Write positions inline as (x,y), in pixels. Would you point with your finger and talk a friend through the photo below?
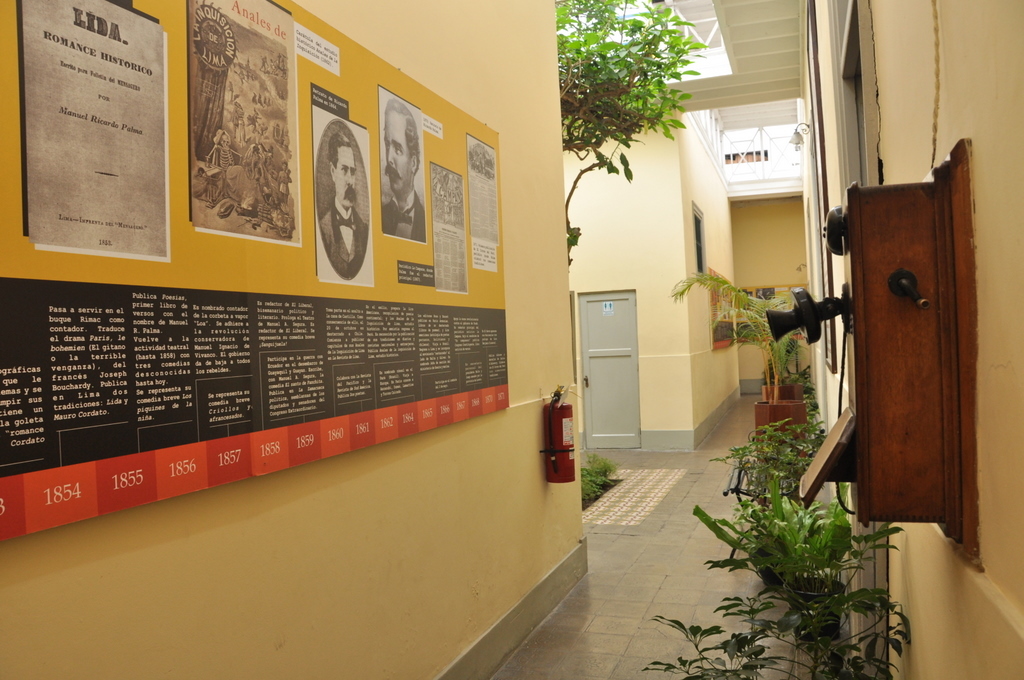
On the right side of this image (904,362) there is a wooden box (915,359) attached to the wall (990,272). At the bottom (817,558) there are few plants (817,558). On the left side (162,281) there is a board (330,306) attached to the wall (111,557). On this board (217,283), I can see some text (493,373) and few images (351,185) of persons (385,144). In the background (595,116) there is a tree (618,88) and a door (622,347) to the wall (656,297).
